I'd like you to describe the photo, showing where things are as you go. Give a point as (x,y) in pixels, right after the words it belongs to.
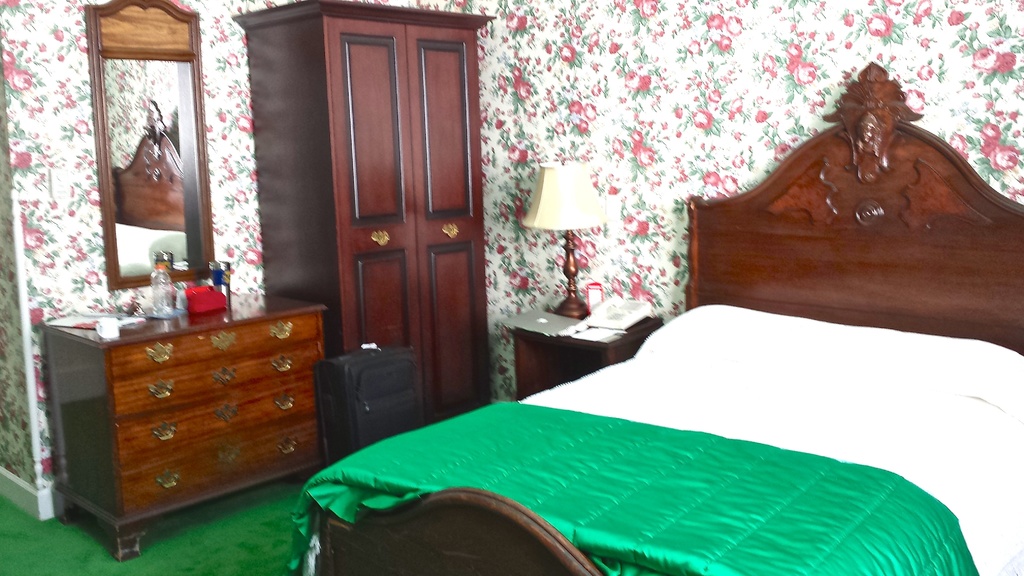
This is a picture of the inside of the house (484,411) in this picture on the right side (813,329) there is one bed (777,488) and on the bed (585,469) there is one blanket (691,486) and on the top (569,59) there is a wall (528,38) and on the left side (300,57) there is one cupboard (410,178). Beside that cupboard (366,256) there is one table (111,364) and one mirror (164,68) is there on the table (149,321) there is one bottle (154,306) and some papers (92,320) are there and beside the table (256,329) there is one suitcase (339,390).
